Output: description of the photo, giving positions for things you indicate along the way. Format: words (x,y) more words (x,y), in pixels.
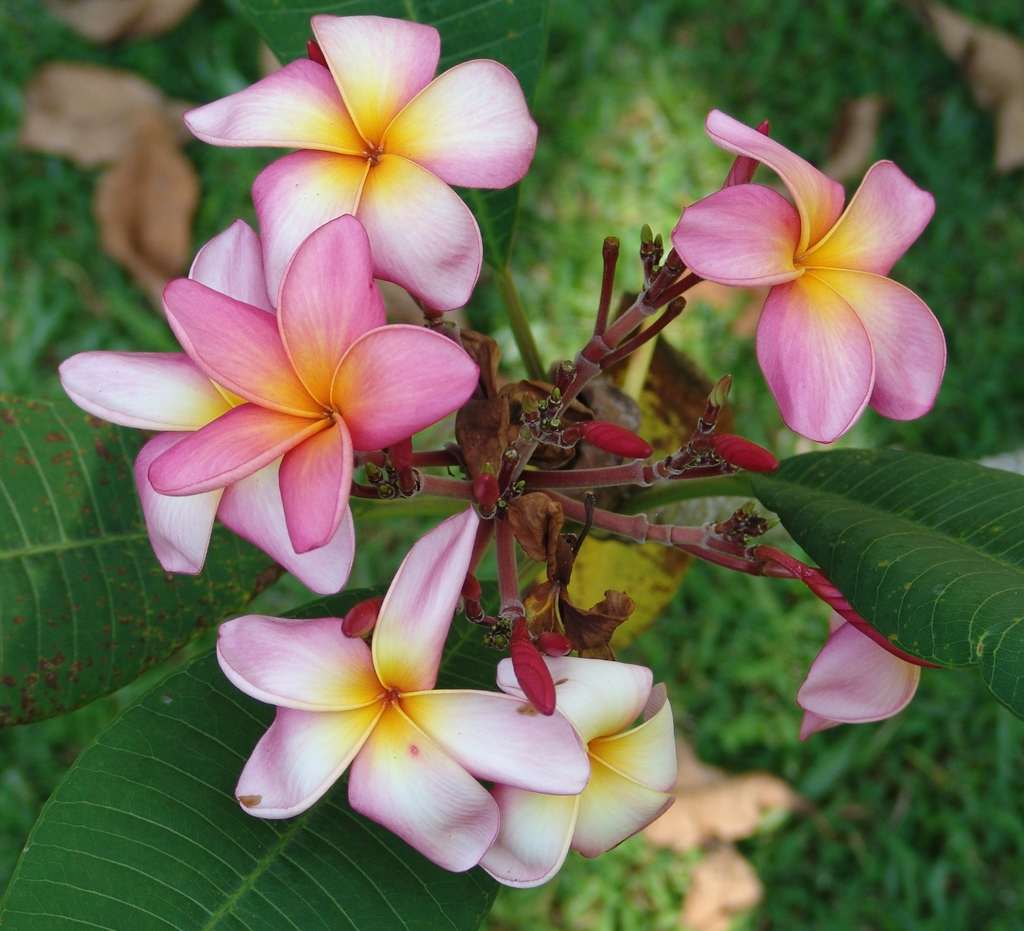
In this image, we can see flowers (438,713), stems (633,535), flower buds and leaves (437,868). Background (788,905) we can see the blur view.
